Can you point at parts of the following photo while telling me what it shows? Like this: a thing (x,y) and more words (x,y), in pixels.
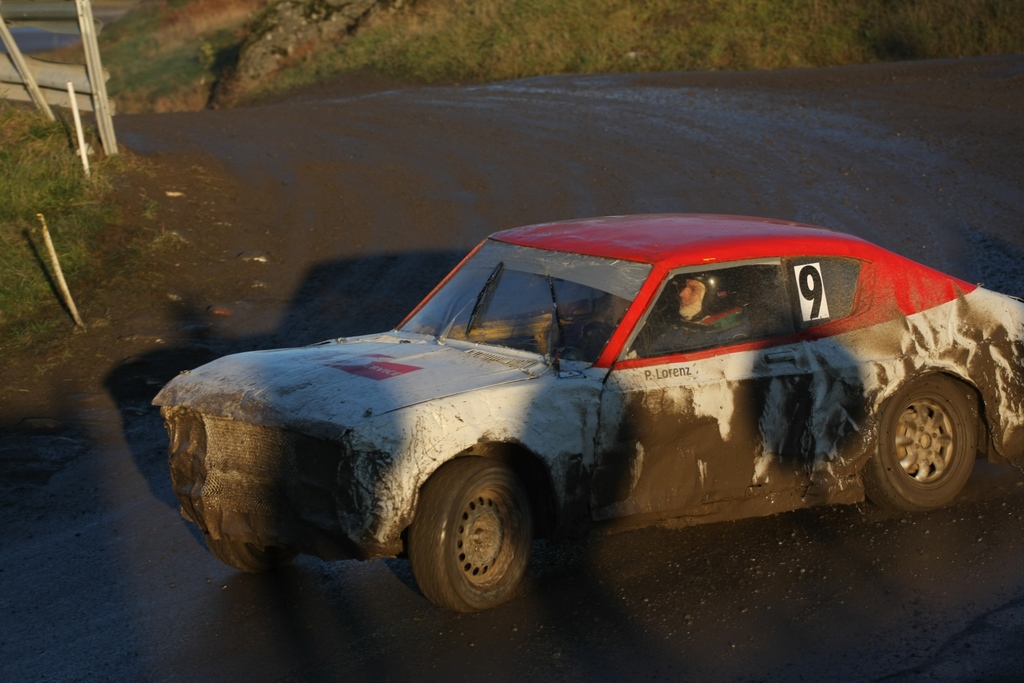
In this image there is a car (597,440) on the road (609,604). There is a person (696,316) sitting inside the car (743,305). In the background (479,19) there is grass (174,65) on the hill (395,27).
